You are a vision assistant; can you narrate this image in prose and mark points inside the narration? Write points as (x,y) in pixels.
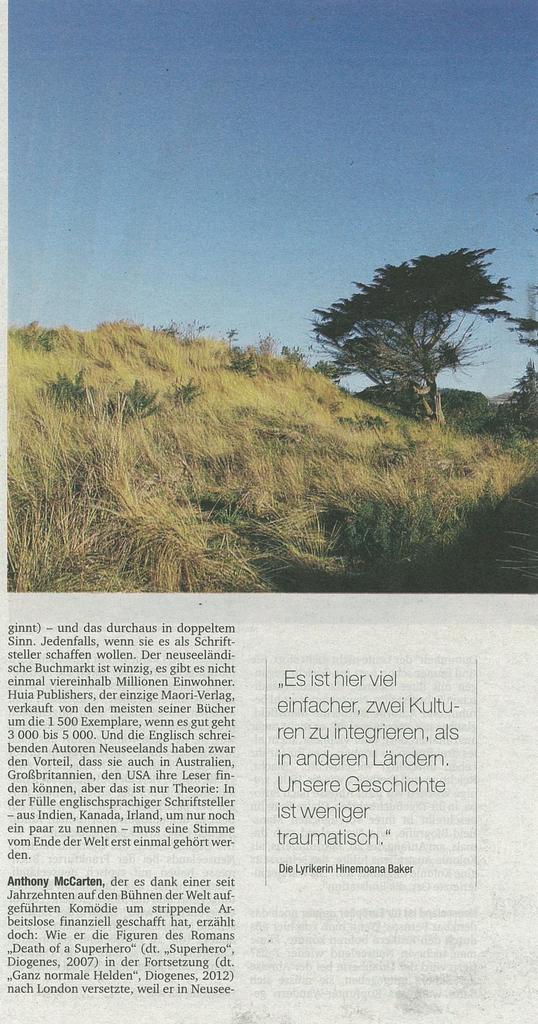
In this image, we can see an article (247,634). Here we can see a picture (273,509). In this picture, we can see grass (507,538), trees (414,402) and sky (320,211).
